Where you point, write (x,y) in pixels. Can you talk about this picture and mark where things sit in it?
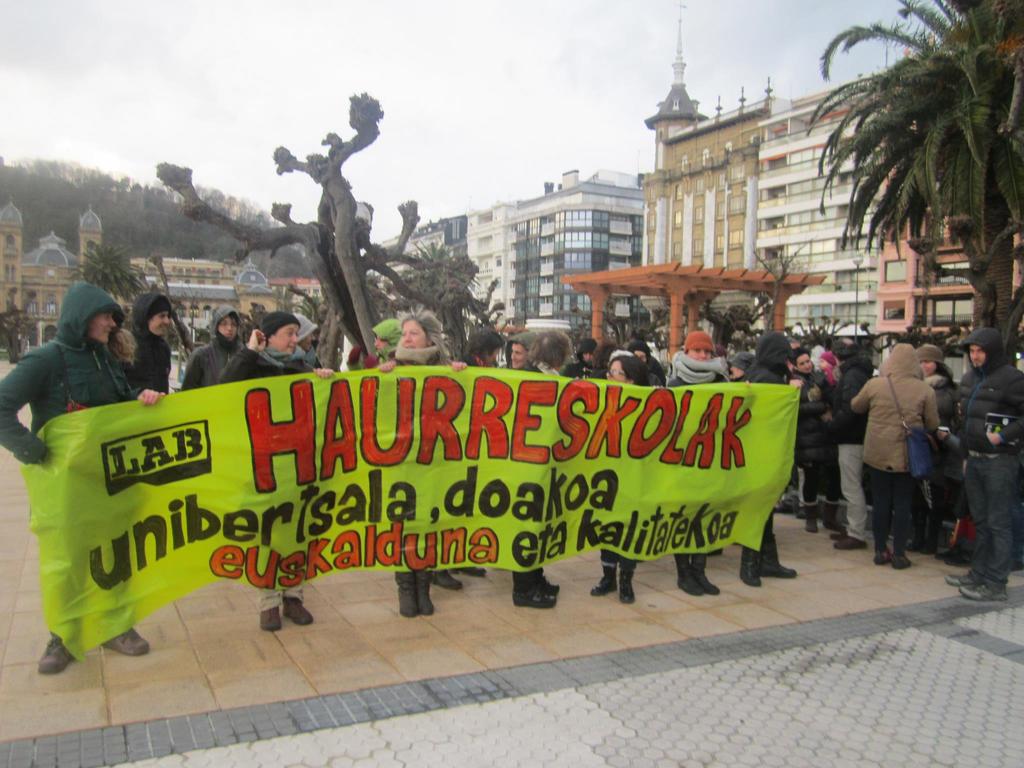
In this image I can see group of people (944,464) standing and they are holding the banner (672,487) and the banner (554,496) is in green color and I can see something written on the banner (666,422). Background (342,213) I can see few buildings (525,265) in white, cream and gray color, trees (1023,185) in green color and the sky (349,96) is in white color.
